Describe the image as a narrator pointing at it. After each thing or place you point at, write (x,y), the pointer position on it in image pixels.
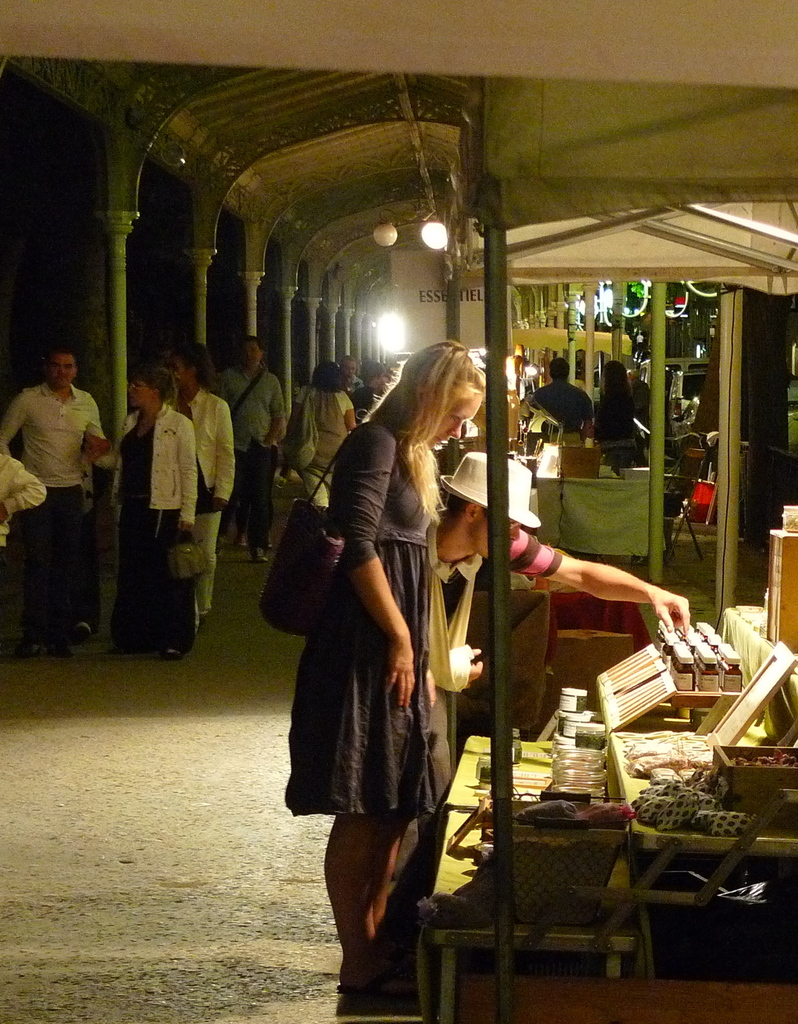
There is a woman (399,446) in a dress (390,487) wearing a hand bag (299,623), standing and watching bottles (740,688), photo frames (769,664) and other objects (625,749) arranged on the shelves (757,741) near a person (471,542) who is wearing a white color cap (516,508) and touching a bottle (683,633) on the shelf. In the background (54,464), there are other persons (213,441) standing on the road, there is a roof (458,151), a light (401,339) and other objects (571,341). And the background (87,291) is dark in color.
